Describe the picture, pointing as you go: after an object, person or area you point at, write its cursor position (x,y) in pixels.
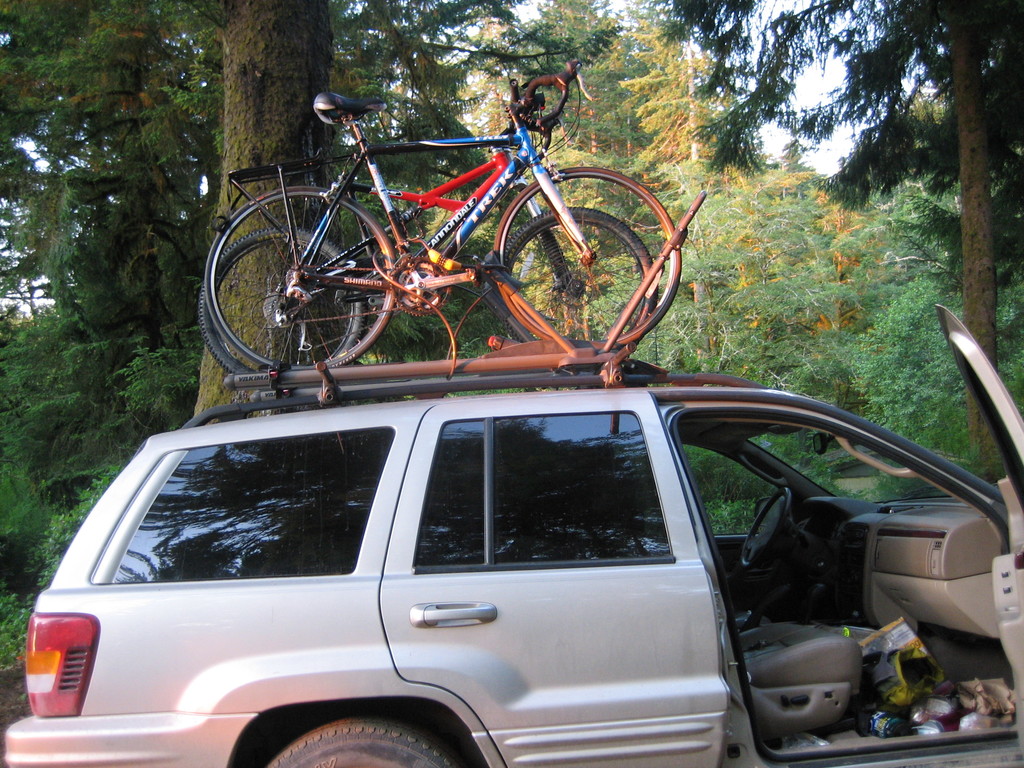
In this picture, we can see a car (108,627) and some objects (904,683) in a car (949,664), and we can see two bicycles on the car (595,745), we can see trees (378,158), and the sky (828,79).
